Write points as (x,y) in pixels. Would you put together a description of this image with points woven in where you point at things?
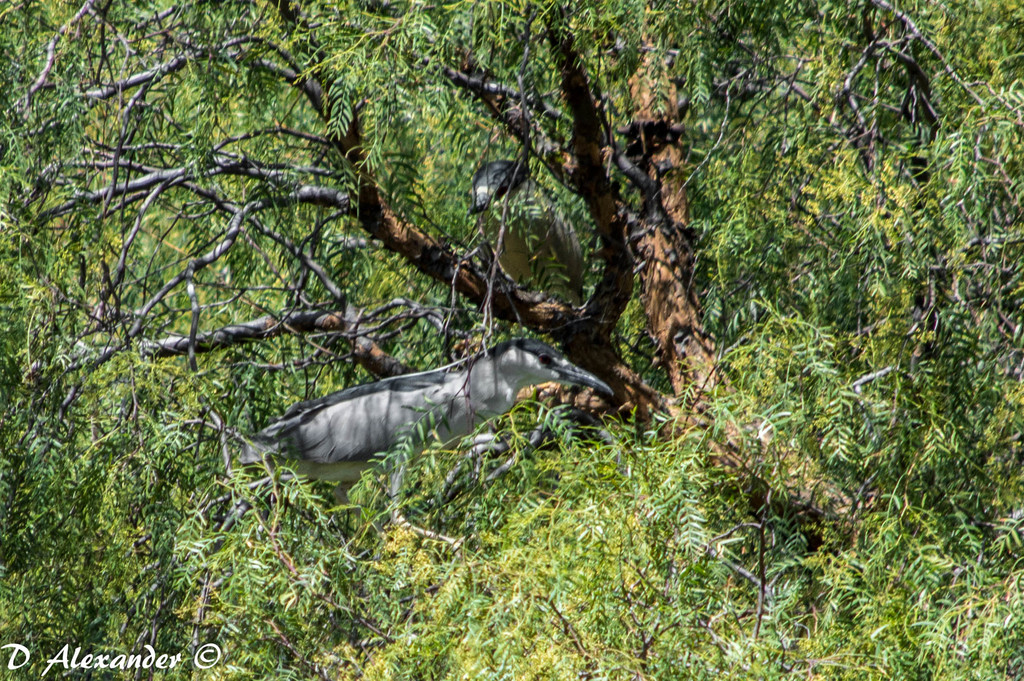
In this image we can see two birds (494,392) on the trees (780,128).
